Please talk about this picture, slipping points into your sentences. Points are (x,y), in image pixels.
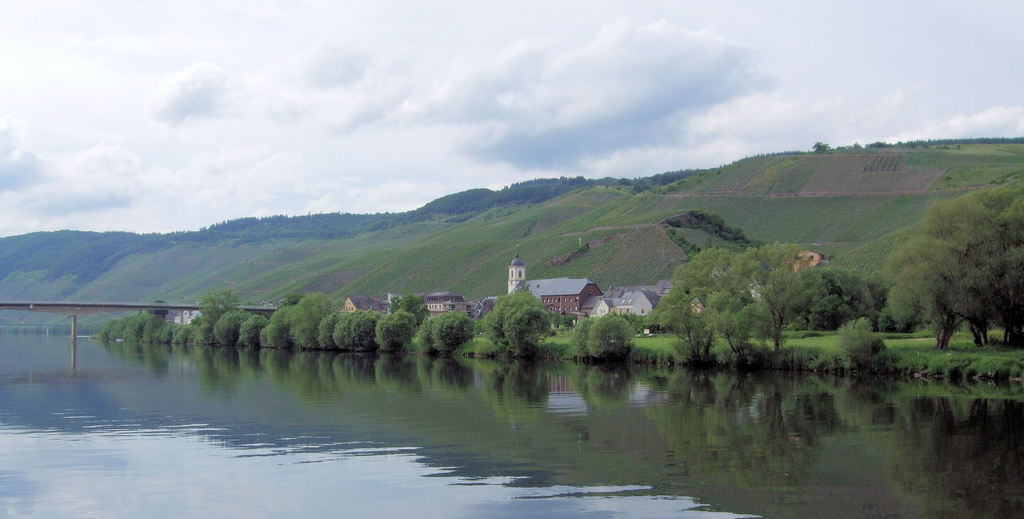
In this image at the bottom (145,405) there is a river (88,407) and in the center (392,306) there is a bridge (76,309) and some buildings (597,297), trees (146,324) and grass (943,356). In the background (360,237) there are some mountains (556,210), and at the top of the image (595,65) there is sky (538,108).
